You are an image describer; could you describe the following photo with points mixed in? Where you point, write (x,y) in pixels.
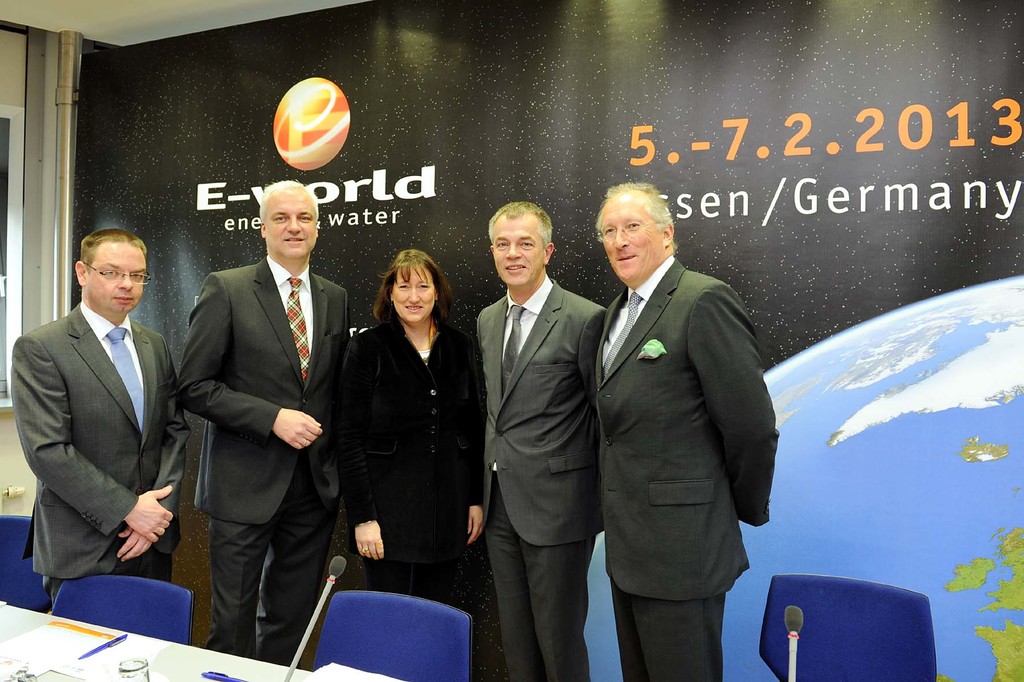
In this image I can see there a group of people (648,356) standing together, also there is a table (29,631) and chairs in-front of them and big banner (1012,184) on the wall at their back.
